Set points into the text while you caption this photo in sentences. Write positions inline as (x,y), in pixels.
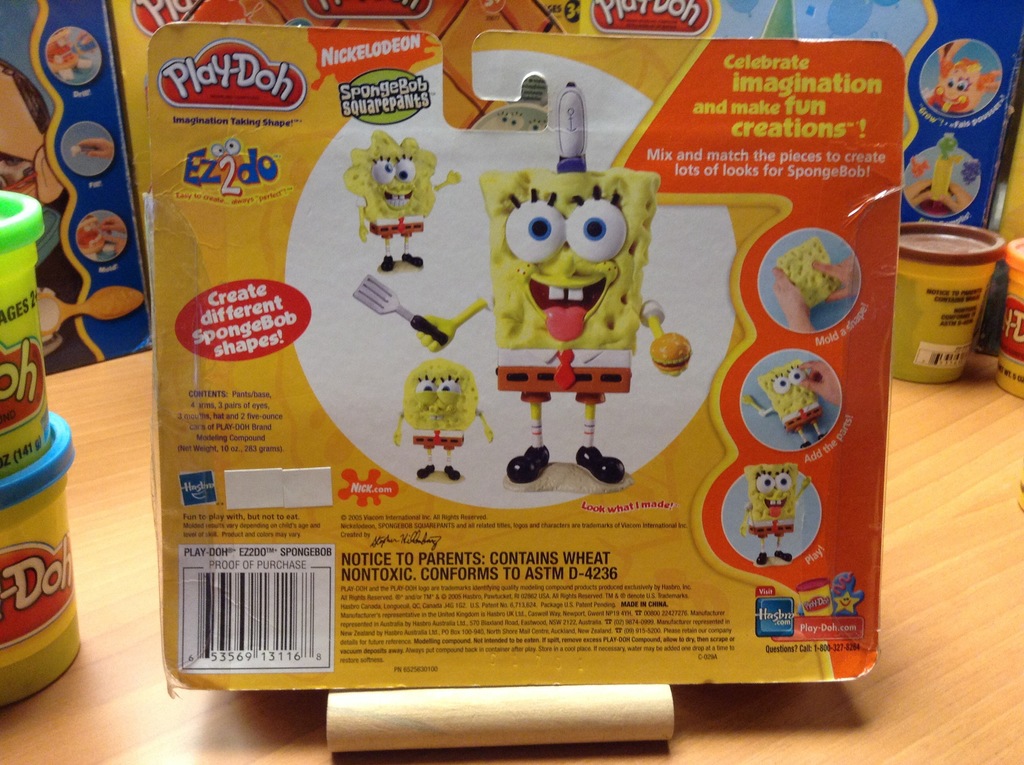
In the image there are kids play toys (379,231) and some cups (57,484) kept on a table (49,744).
